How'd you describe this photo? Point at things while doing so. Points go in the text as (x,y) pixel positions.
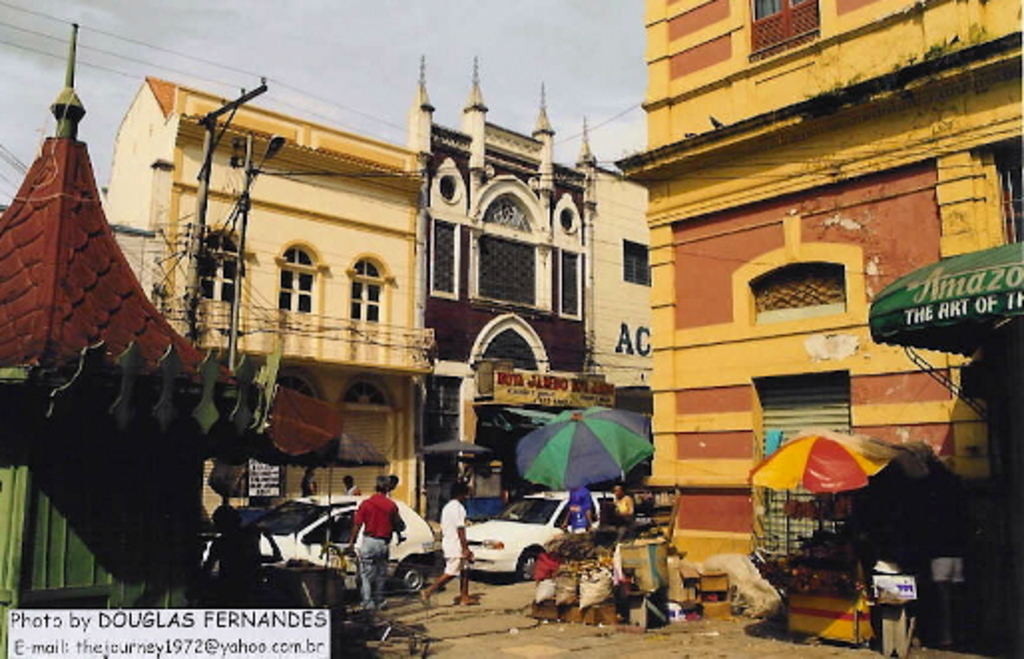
In this picture there are buildings (758,278) on the right (775,333) and left side of the image (329,360) and there are stalls (804,513) on the right side of the image (860,469), there are cars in the center of the image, it seems to be the market place (361,449).
